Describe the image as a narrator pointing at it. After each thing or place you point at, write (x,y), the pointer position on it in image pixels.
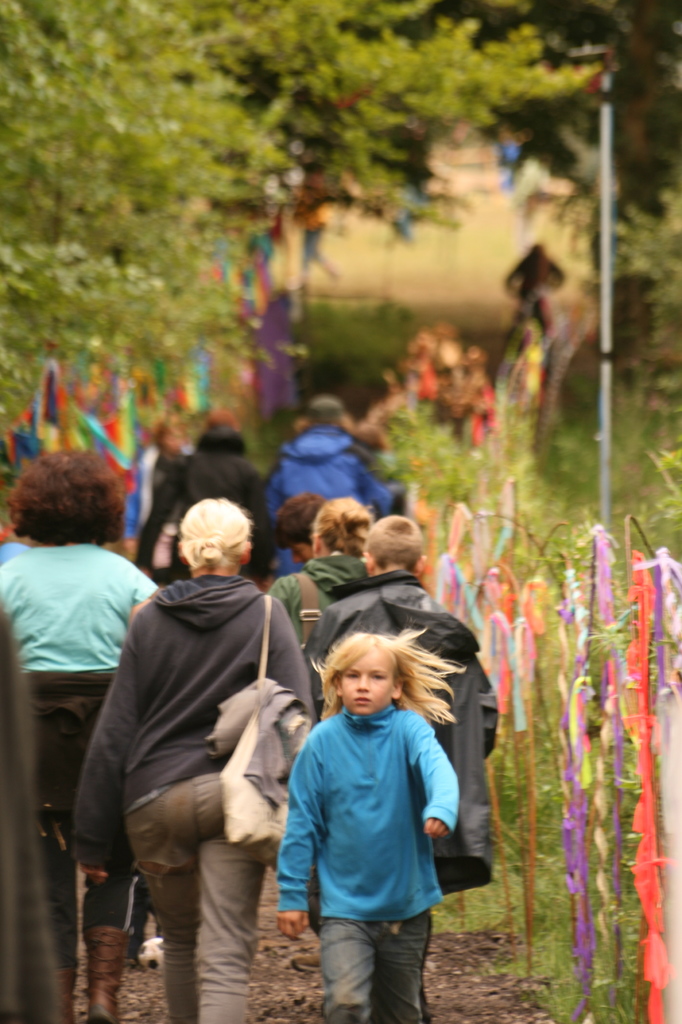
This image is clicked outside. There are trees (320,145) at the top (74,111). There are so many persons (303,523) walking in the middle (375,679).
